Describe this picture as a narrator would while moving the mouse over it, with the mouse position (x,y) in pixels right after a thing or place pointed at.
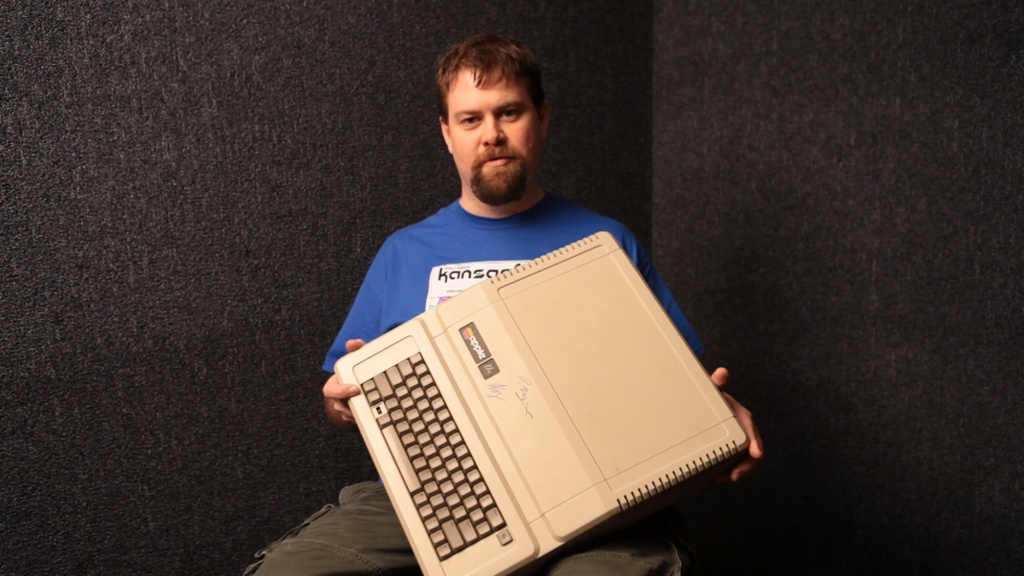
In the center of the image (505,264) a man (446,286) is sitting and holding a computer (378,392). In the background of the image (244,217) wall (128,181) is present.
